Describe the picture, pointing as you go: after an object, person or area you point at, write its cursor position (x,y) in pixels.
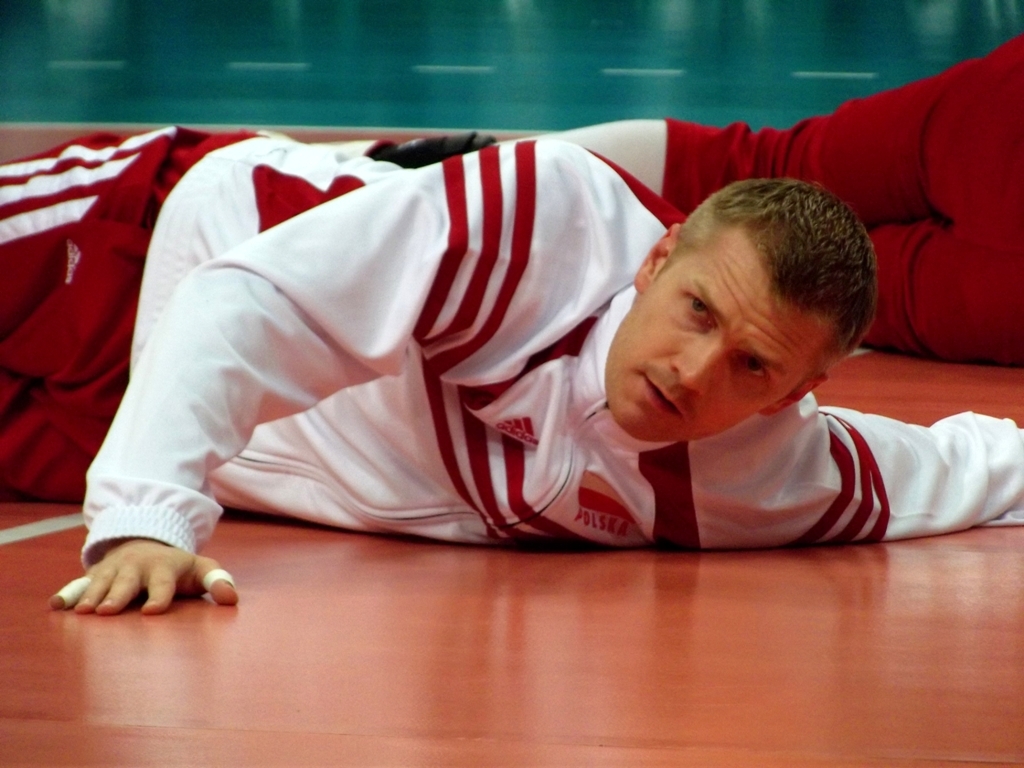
In this image there are two persons (939,314) lying on the floor (564,629).
